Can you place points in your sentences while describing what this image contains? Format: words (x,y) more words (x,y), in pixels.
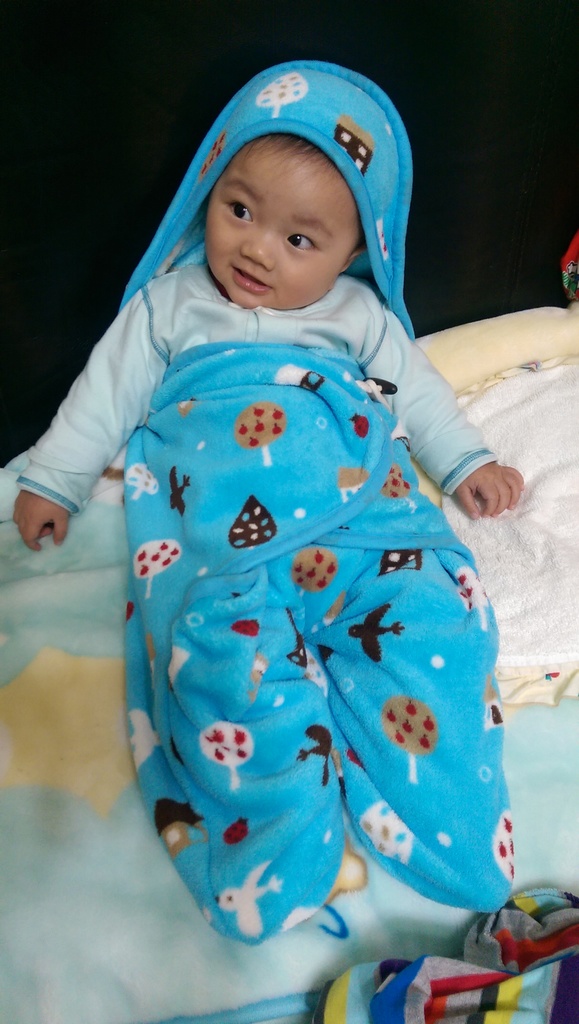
This image consists of a kid (168,539). He is wearing a bathrobe (218,444). He sat on a bed (1,572).
